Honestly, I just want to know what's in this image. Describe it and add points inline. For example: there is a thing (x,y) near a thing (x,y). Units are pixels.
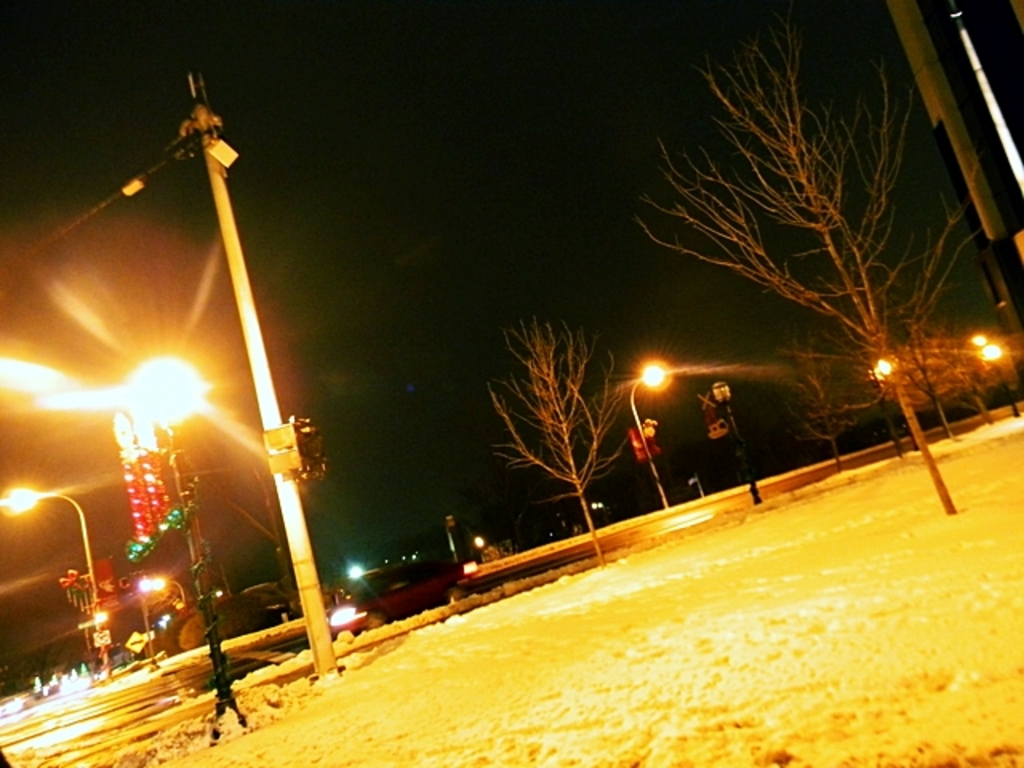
This is an image clicked in the dark. At the bottom (668,730), I can see the snow (604,687). In the middle of the image (638,381) there are many light poles (634,403) and also I can see few trees (574,431). The background (342,515) is dark. In that top right-hand corner (927,30) there is a building (957,104).
